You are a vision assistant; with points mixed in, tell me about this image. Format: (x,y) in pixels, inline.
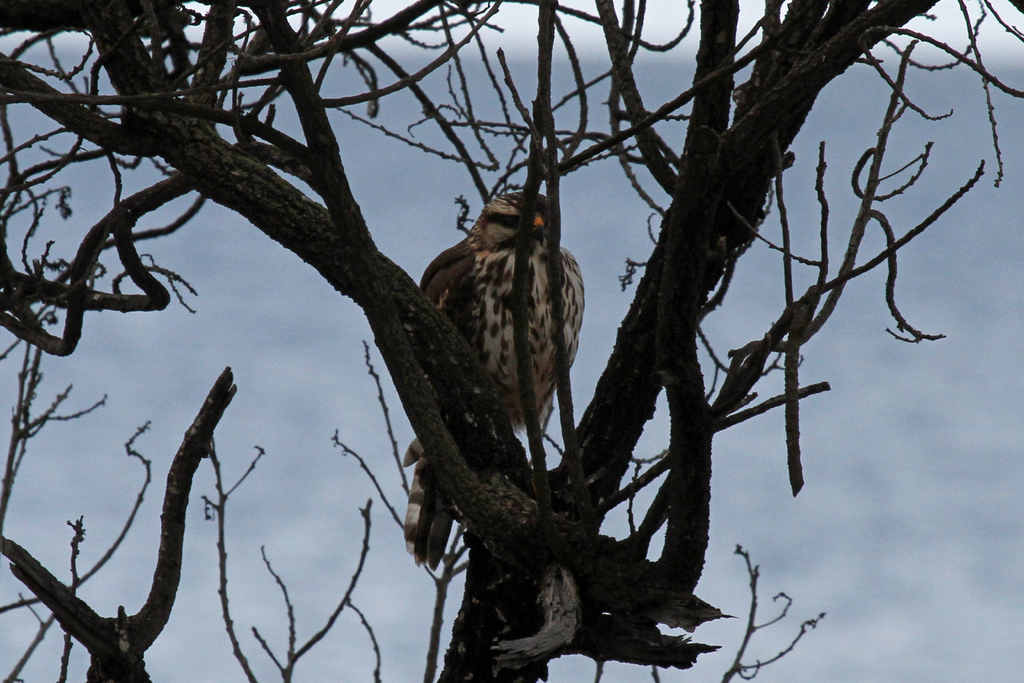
In this image I can see a bird (471,277) sitting on the trees (678,315) and the bird (532,292) is in brown and white color and I can see the dried tree (259,1), background (929,310) the sky (857,480) is in white color.
